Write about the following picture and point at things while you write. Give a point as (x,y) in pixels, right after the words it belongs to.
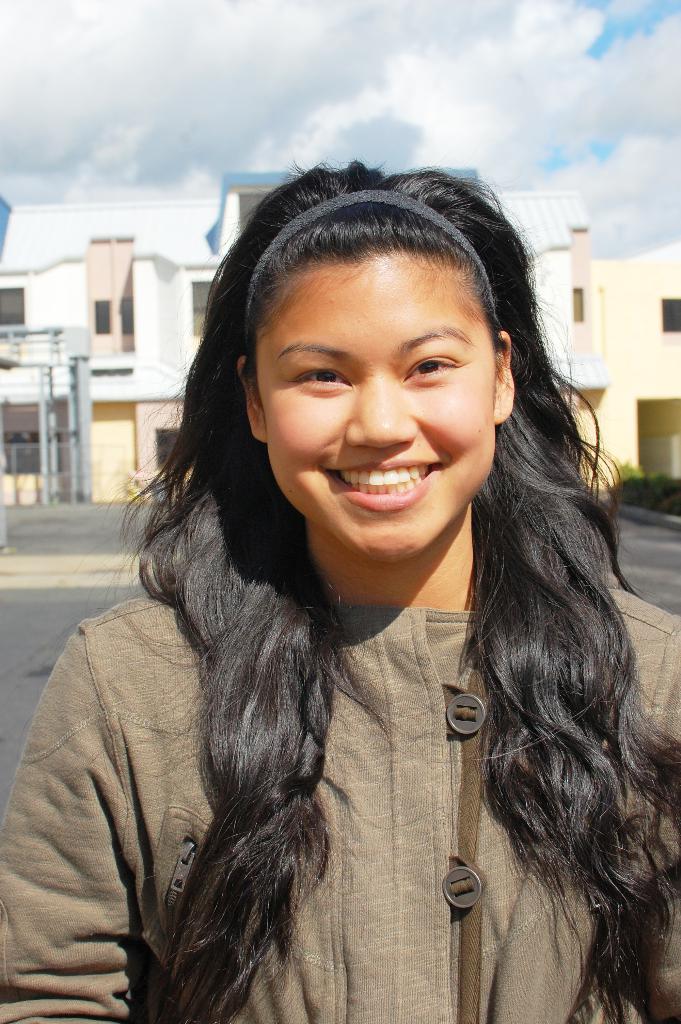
In this image we can see the person (311,576) standing. At the back (172,230) there are buildings (640,376), plants (651,493), fence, iron rods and the cloudy sky (394,122).
